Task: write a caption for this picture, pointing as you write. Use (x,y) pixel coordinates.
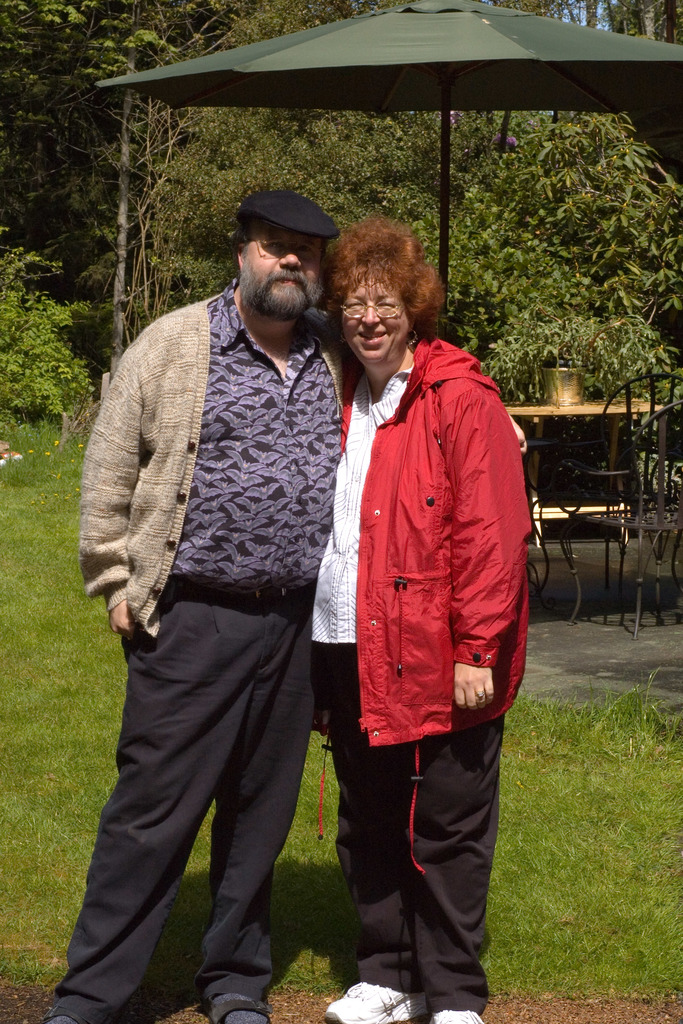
In this picture I can see a man (229,971) and a woman (474,518) standing, there are chairs (631,458) and a table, there is an umbrella (481,38) with a pole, and in the background (472,320) there are trees (37,184).
